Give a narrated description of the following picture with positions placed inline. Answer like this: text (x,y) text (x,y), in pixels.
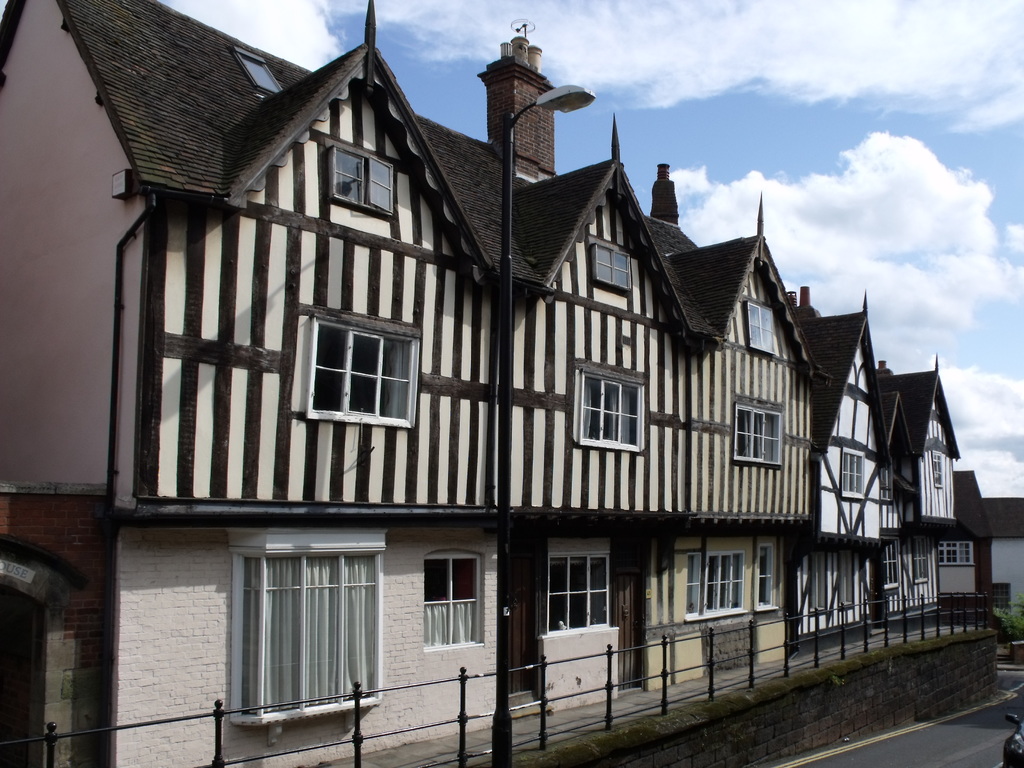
This picture is taken from outside of the building (81,471). In this image, we can see a building (748,579), glass window (328,637), in the glass window (381,606), we can see white color curtains (270,620). On the right side (992,553), we can also see a house (1012,561), plants (1023,621), window (999,596). In the middle of the image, we can see a street light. At the top (688,52), we can see a sky (822,116) which is a bit cloudy.
